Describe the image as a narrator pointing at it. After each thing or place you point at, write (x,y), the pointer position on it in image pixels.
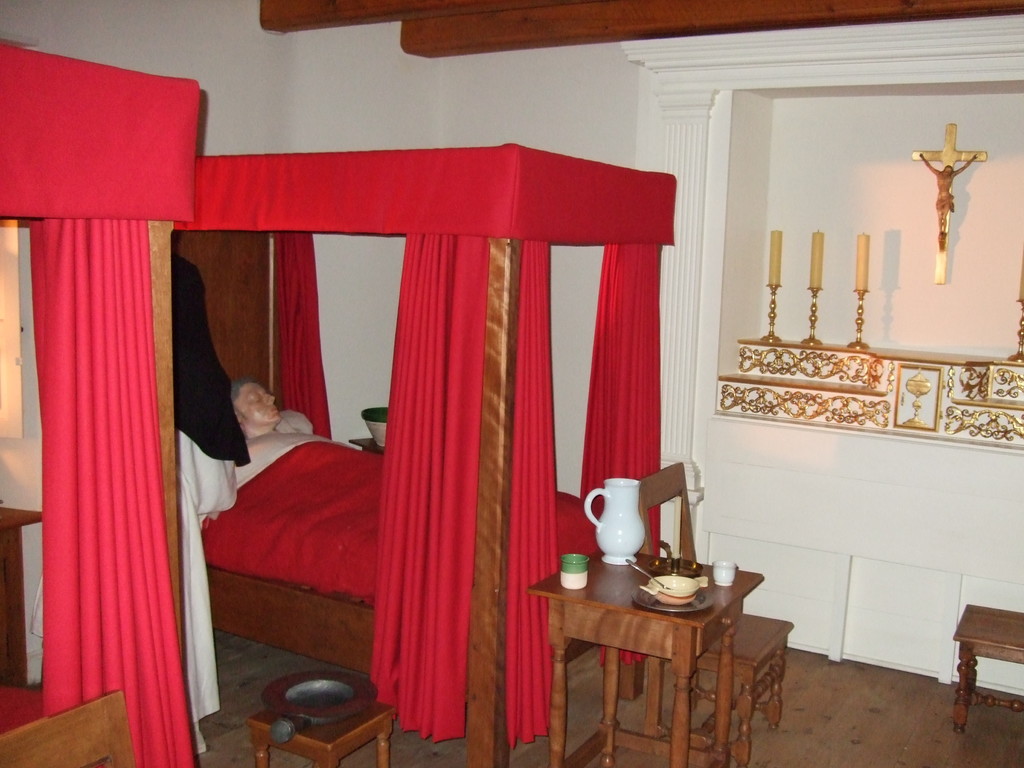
In a given image I can see a bed (382,455), person (240,463), table (582,616), chairs (686,528), curtains (150,356) and I can also see some objects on the table (606,700).
